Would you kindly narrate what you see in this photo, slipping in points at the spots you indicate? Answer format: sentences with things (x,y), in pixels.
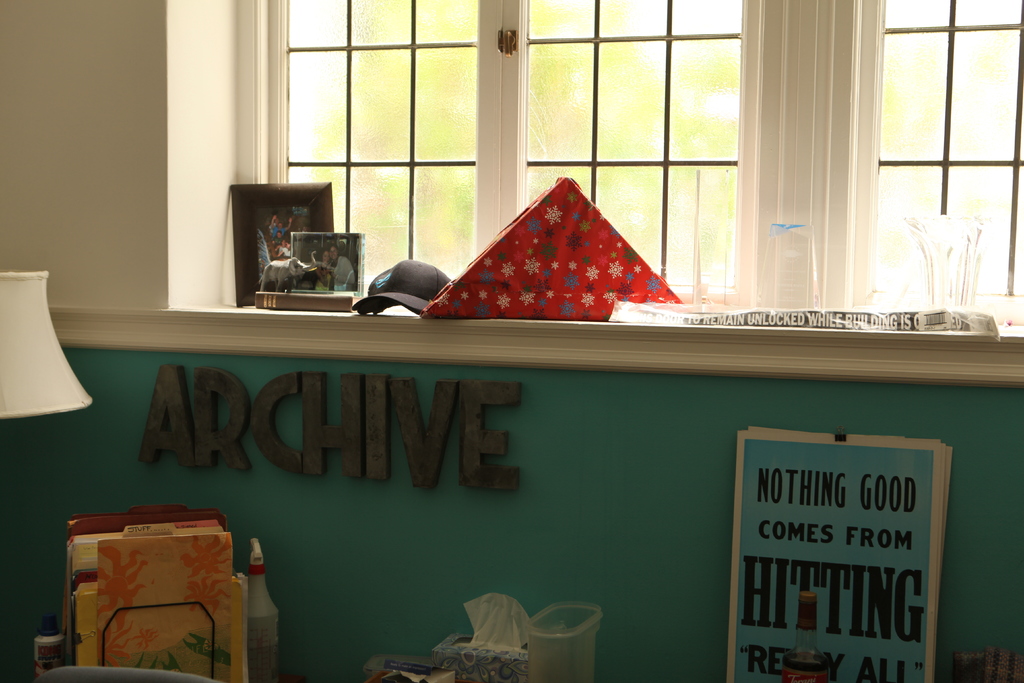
In this picture I can see a plastic spray bottle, tissues box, plastic box (534,625), papers (805,546), bottle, paper clip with papers (159,613) in a stand (159,613), lamp (43,349), photo frames (268,255), toy elephant (300,267), hat (408,268), glasses (945,244) and some other items (804,243), and in the background (897,235) there is a window (581,67) and a wall (131,126).
